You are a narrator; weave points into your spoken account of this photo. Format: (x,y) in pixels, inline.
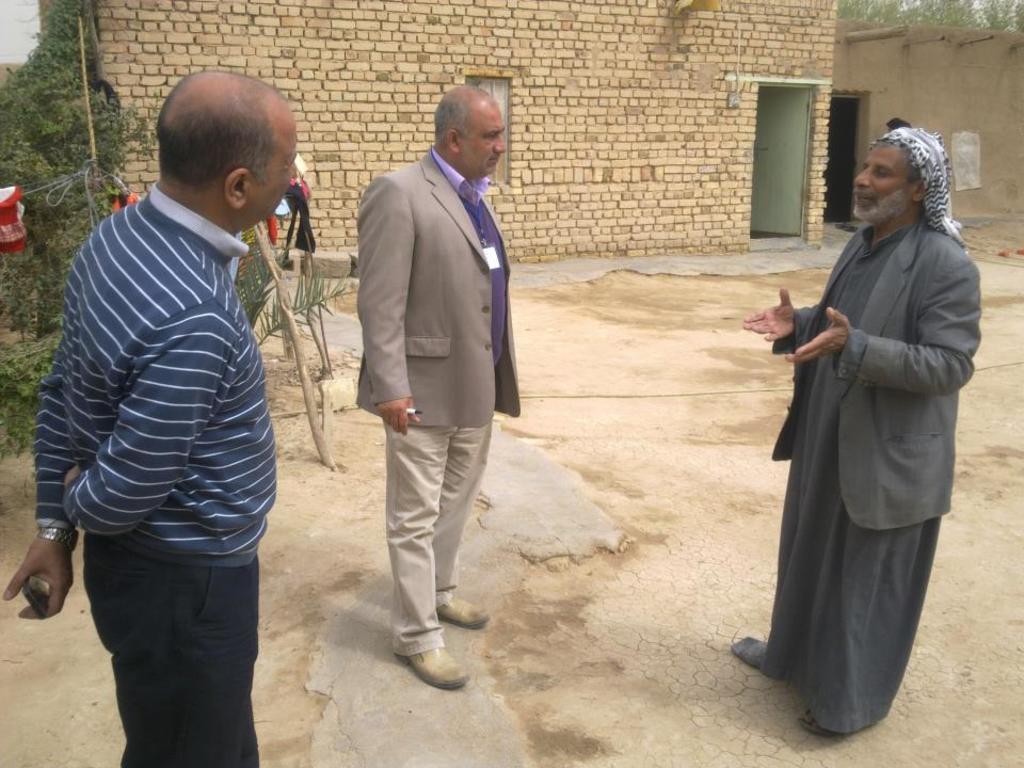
In this image there are people (899,388) standing on a land (714,587), in the background (48,231) there are trees (65,136) and houses (819,74).
